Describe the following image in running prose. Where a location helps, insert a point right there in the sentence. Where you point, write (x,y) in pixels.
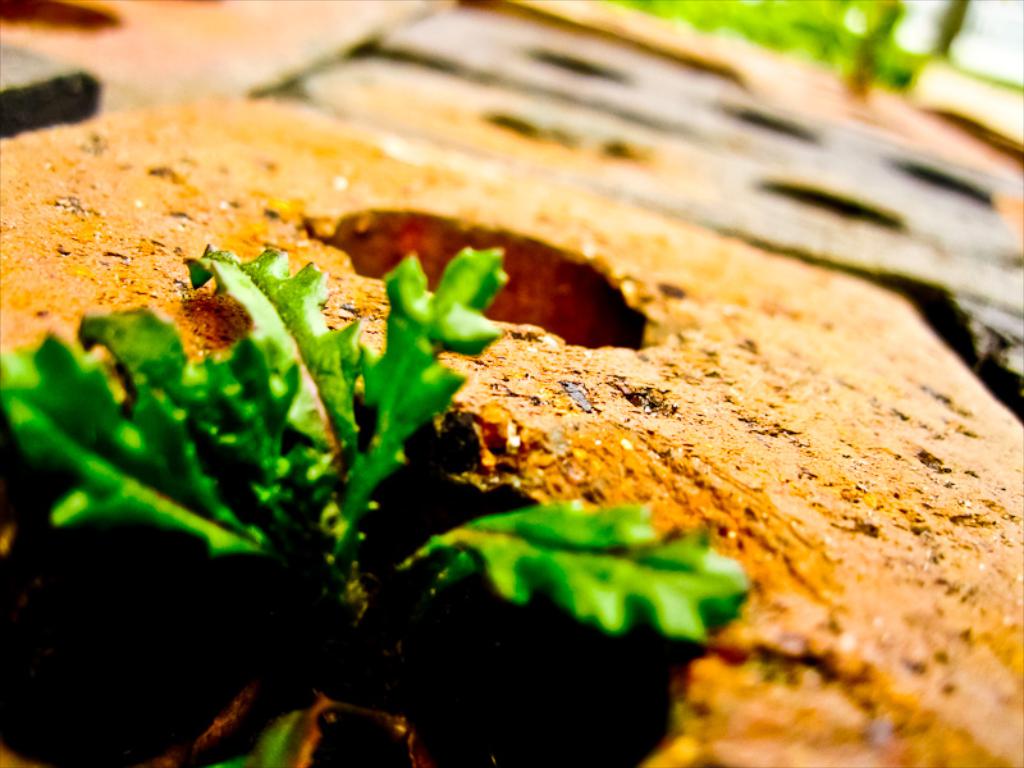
In this image, we can see the ground (648,696) and a plant (272,261). We can also see the blurred background (639,101).
